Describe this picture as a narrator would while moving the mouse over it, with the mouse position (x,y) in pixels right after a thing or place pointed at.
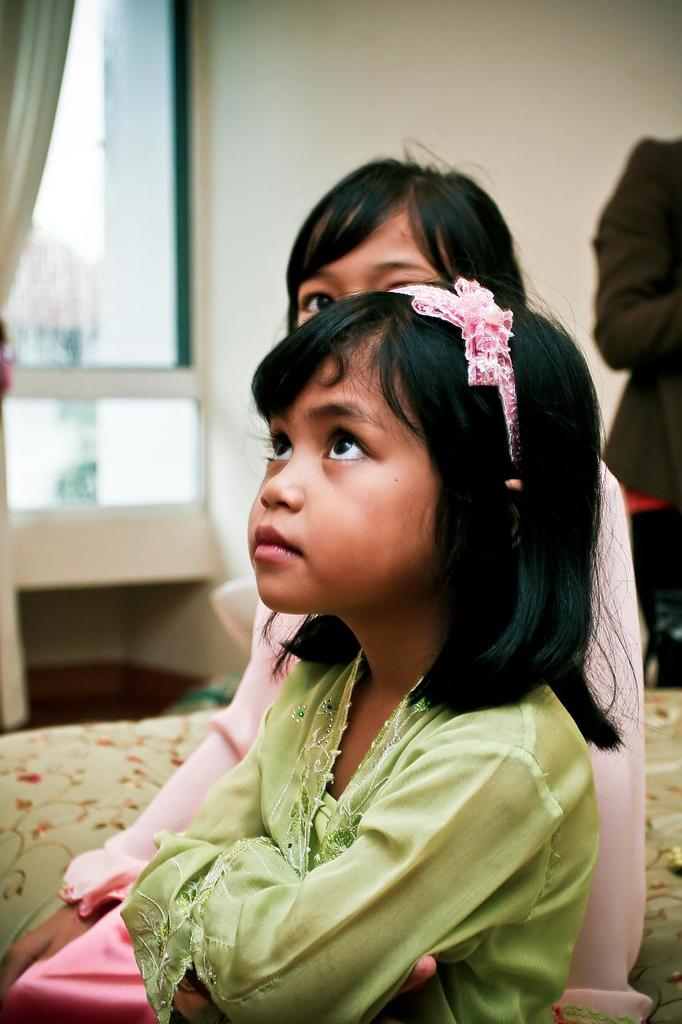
In this image I see 2 girls (246,1021) and in the background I see a person (674,375) and a window (159,9) over here.
